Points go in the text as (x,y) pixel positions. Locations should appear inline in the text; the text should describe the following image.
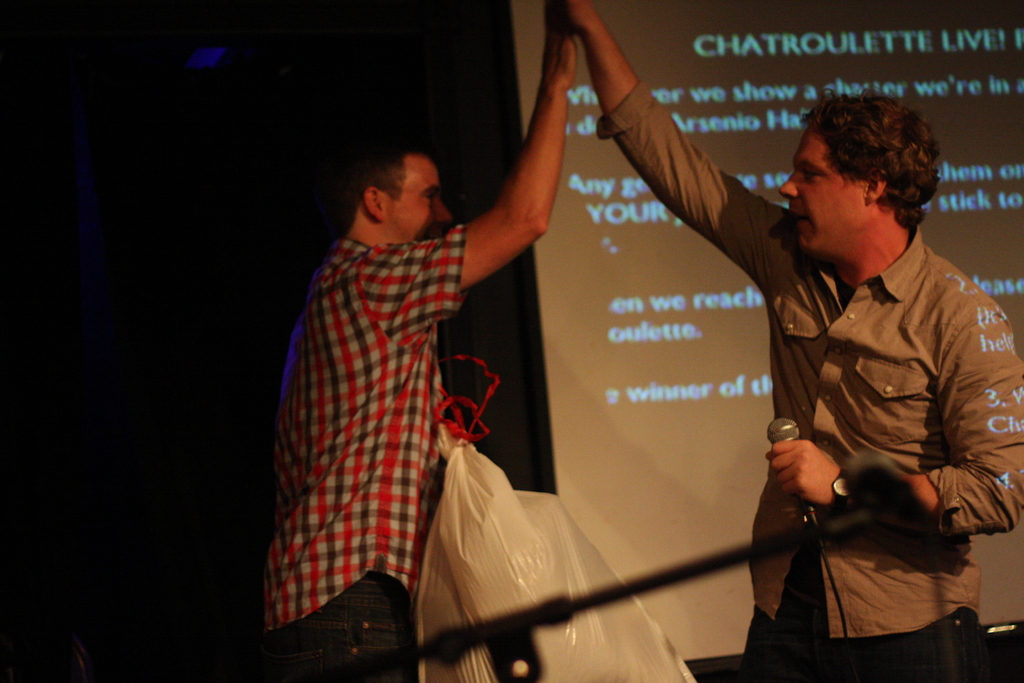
Here I can see two men (377,478) wearing shirts (816,336), standing and high-fiving by looking at each other. The man (853,338) who is on the right side (861,584) is holding a mike (803,504) and the other man (320,583) is holding a bag (480,552). At the back of these people (918,389) there is a screen (990,70) on which I can see some text (736,44). The background (327,40) is in black color.
